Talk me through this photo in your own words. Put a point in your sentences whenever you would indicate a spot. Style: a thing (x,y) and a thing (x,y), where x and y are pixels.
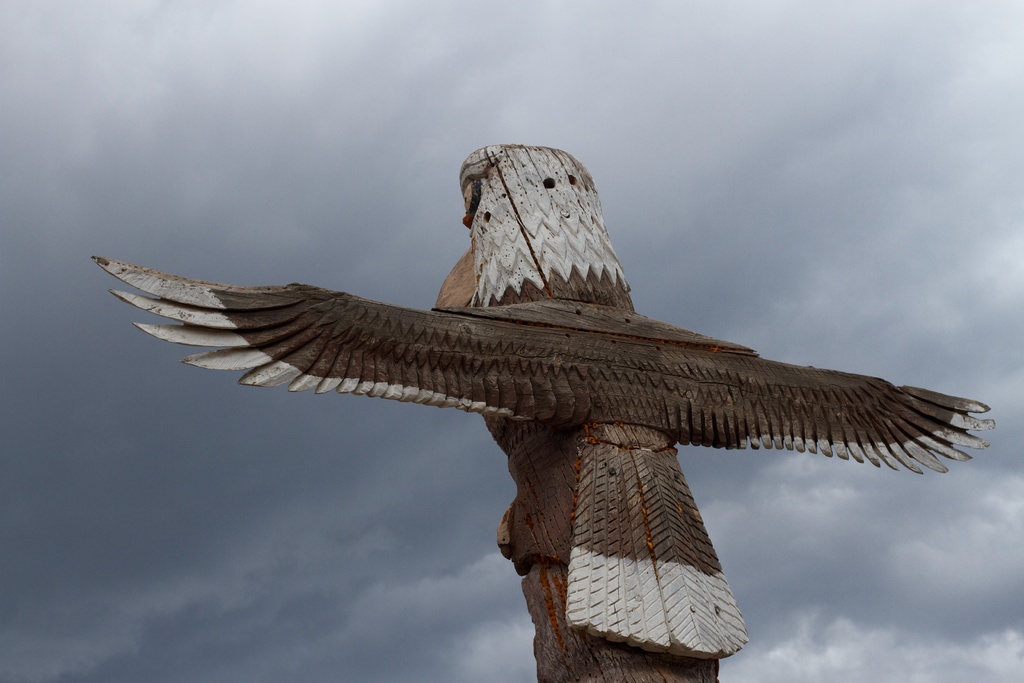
This is a carving (506,371) of a bird (571,443) on a wood (569,675). In the background (176,384) there is sky (895,612) with clouds (866,547).
